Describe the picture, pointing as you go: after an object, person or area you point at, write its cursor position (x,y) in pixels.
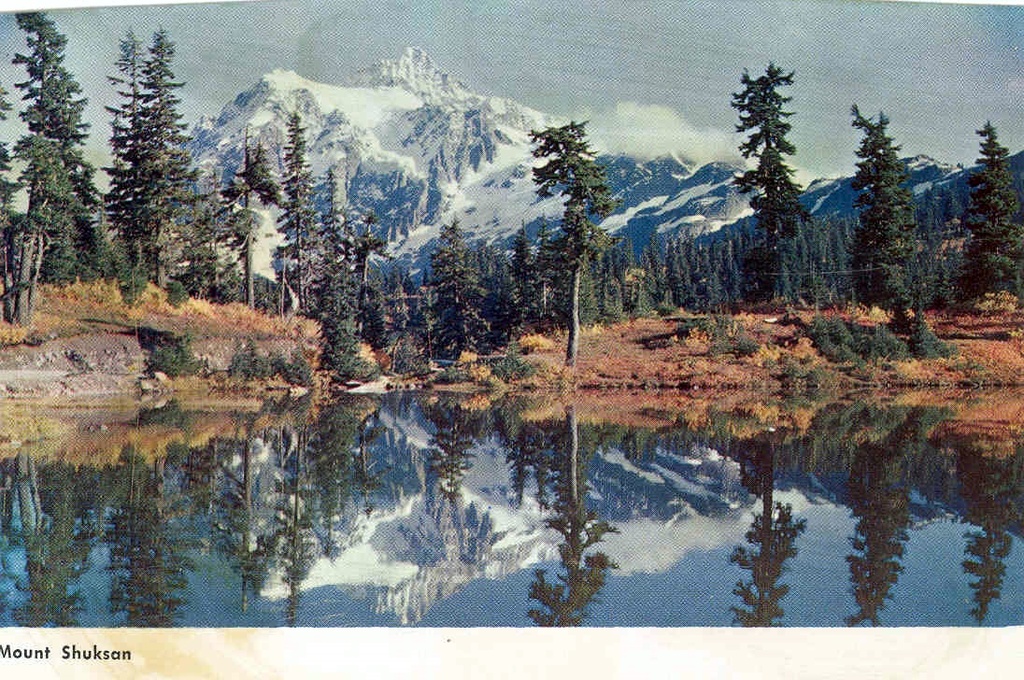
It is an image, at the bottom (558,557) there is water (383,533), in the middle (438,357) there are trees (130,104). At the back side (332,149) there are mountains (397,165) with the snow (410,175).
